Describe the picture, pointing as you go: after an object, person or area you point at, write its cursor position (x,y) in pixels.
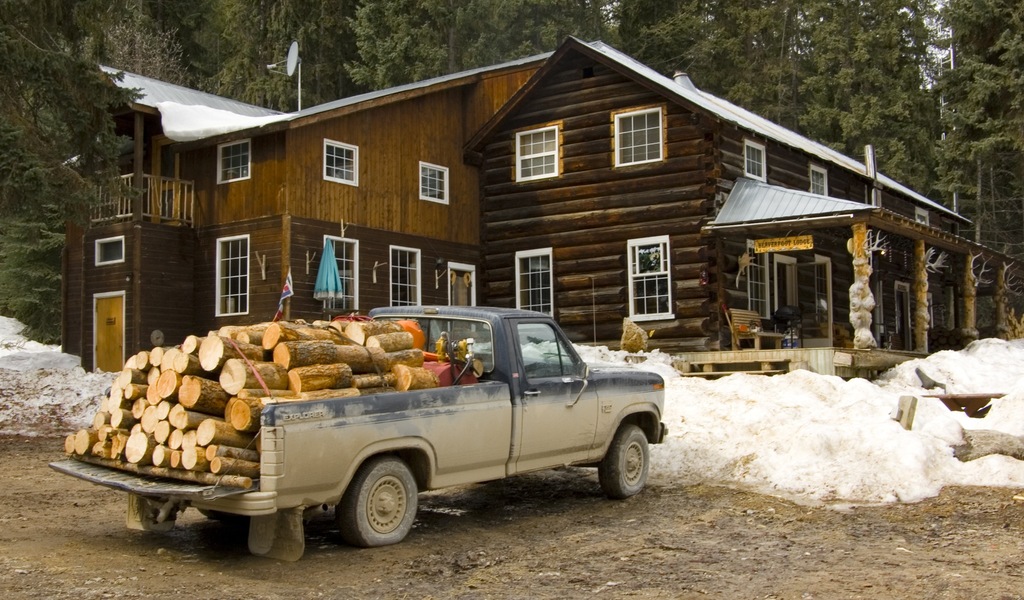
In this image we can see a group of wooden logs (394,359) which are placed in a car (397,410). We can also see a building (136,332) with windows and pillars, an umbrella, the flag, a dish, a group of trees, a bench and the snow (733,450).
